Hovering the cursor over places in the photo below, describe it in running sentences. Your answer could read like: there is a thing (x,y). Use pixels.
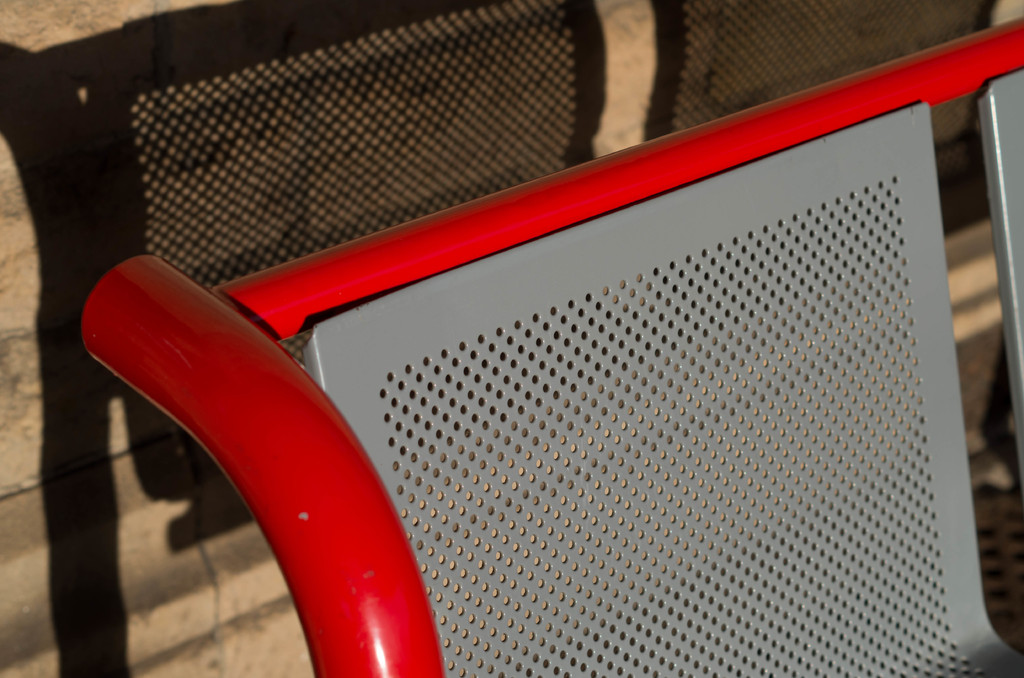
In this picture, we see an iron chair (498,453) which is in grey and red color. Behind that, we see a wall (159,77) which is made up of stones (331,140) and we even see the shadow (474,134) of that chair (513,243).
